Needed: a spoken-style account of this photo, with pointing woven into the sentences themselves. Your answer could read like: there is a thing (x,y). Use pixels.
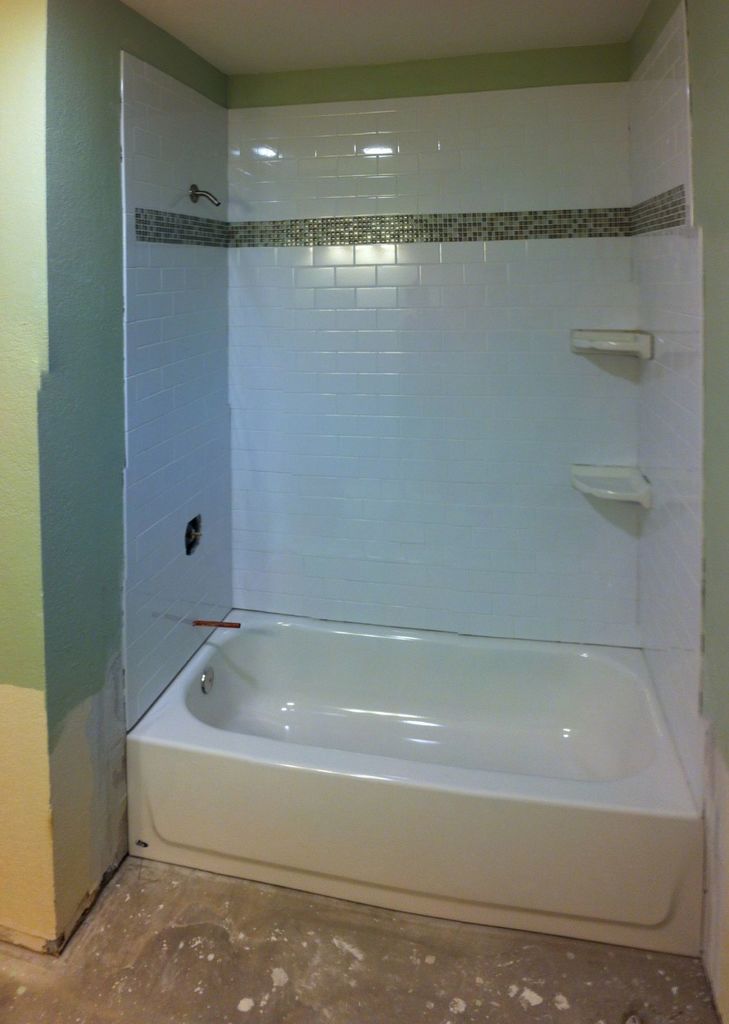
In this picture we can see a bathtub (518,771), wall (103,515), tiles (598,566), soap holders (624,482) and objects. At the bottom portion of the picture (287,976) we can see the floor (342,989).
